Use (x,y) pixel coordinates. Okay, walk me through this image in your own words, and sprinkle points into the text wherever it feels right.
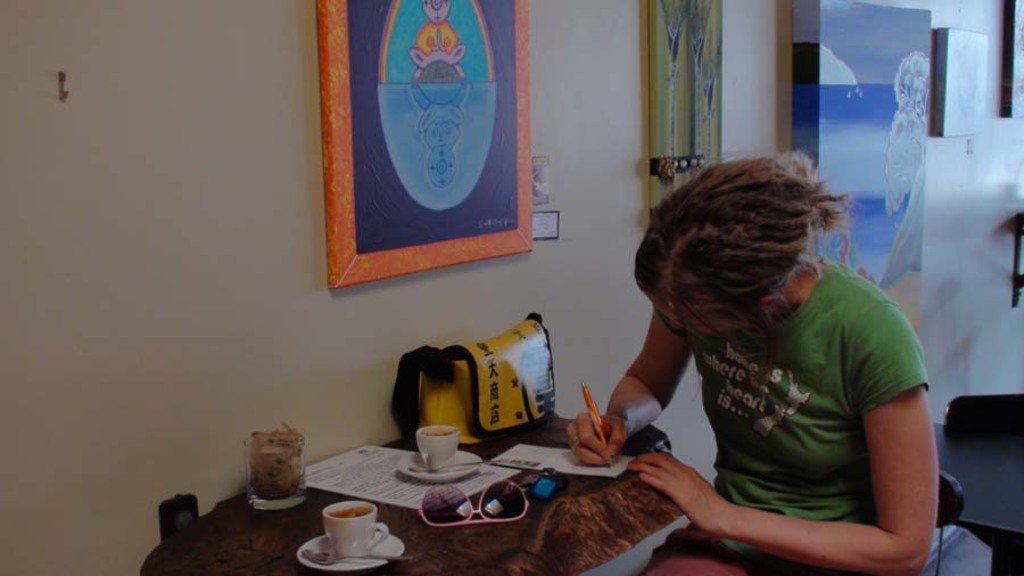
In this image In the middle (668,363), there is a woman (762,443) she wear green t shirt (757,455) and trouser (680,561) she is writing some thing and there is table (556,518) on that there is a paper (356,478), cup (360,527) and saucer (430,470), bag (463,395) and shades (460,502). In the background (445,244) there is a wall (240,210), photo frame (427,185).
